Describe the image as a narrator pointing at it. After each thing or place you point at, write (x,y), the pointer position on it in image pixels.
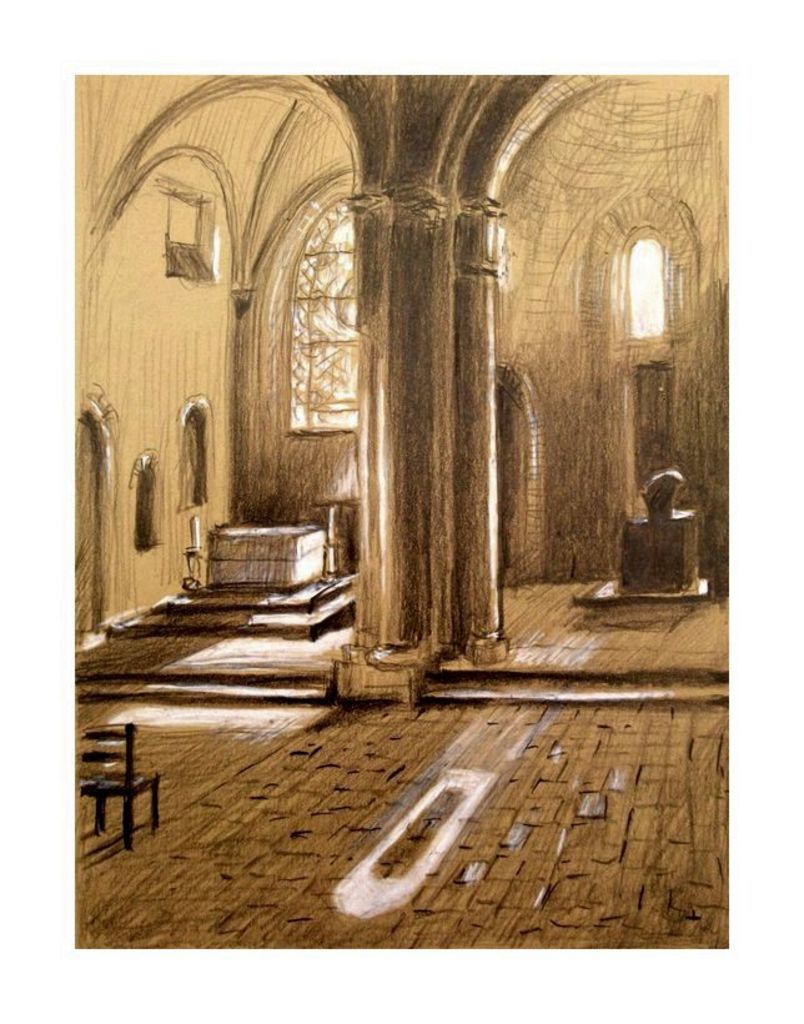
This is a painting. And this is the inside view of a building (387,447). There are windows (322,372), pillars (394,461) and a chair (153,788).
